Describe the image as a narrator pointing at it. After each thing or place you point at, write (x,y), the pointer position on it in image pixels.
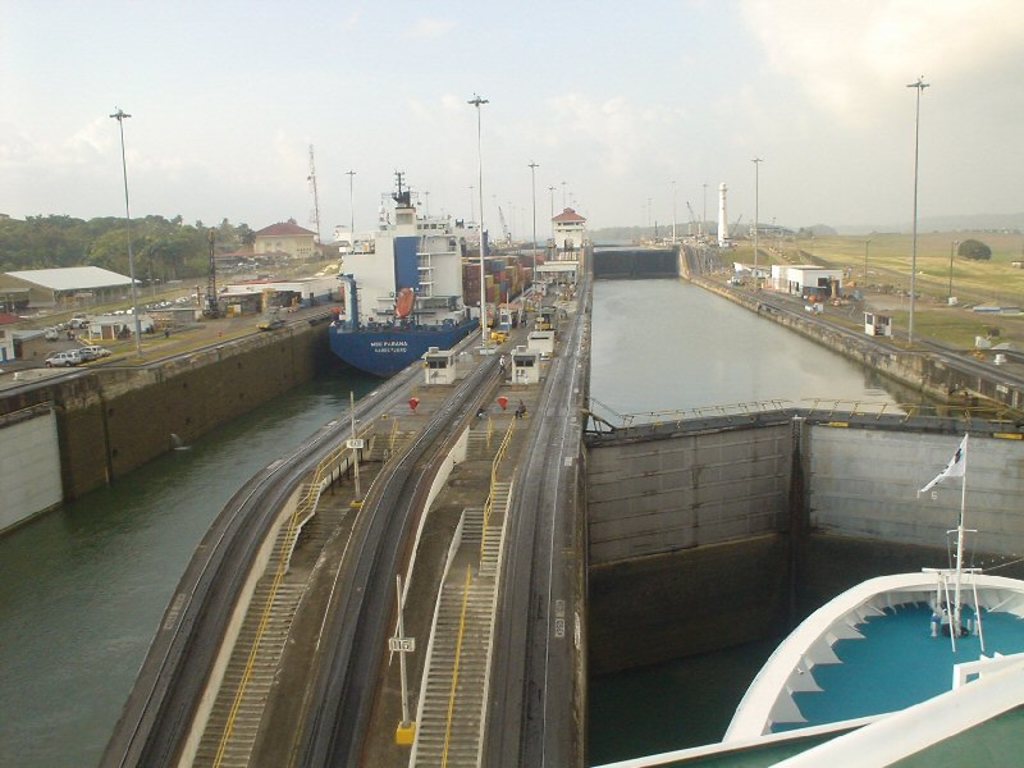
In this image I can see it looks like there are ships (784,755) and there is water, on the left side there are vehicles (86,356). There are trees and buildings (252,296) at the top (490,97) there is the sky (490,97).
